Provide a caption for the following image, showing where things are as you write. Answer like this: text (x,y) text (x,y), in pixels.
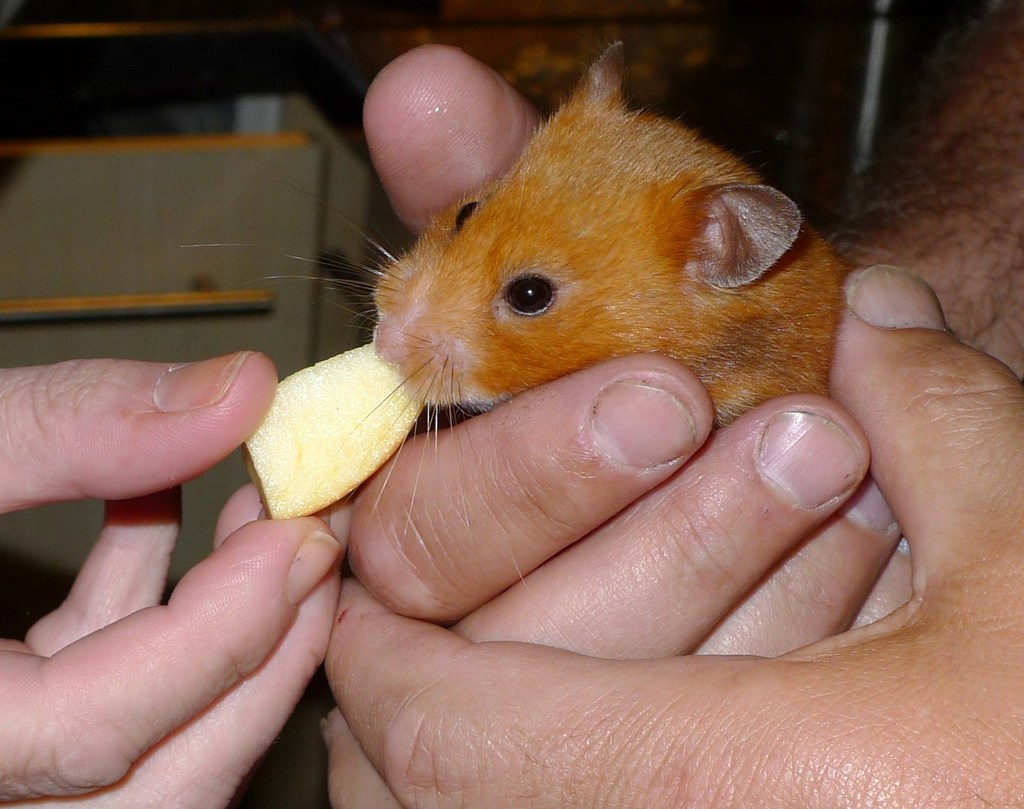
In this picture we can see a person (807,425) is holding a hamster (689,352), and it is eating an apple (397,417).
